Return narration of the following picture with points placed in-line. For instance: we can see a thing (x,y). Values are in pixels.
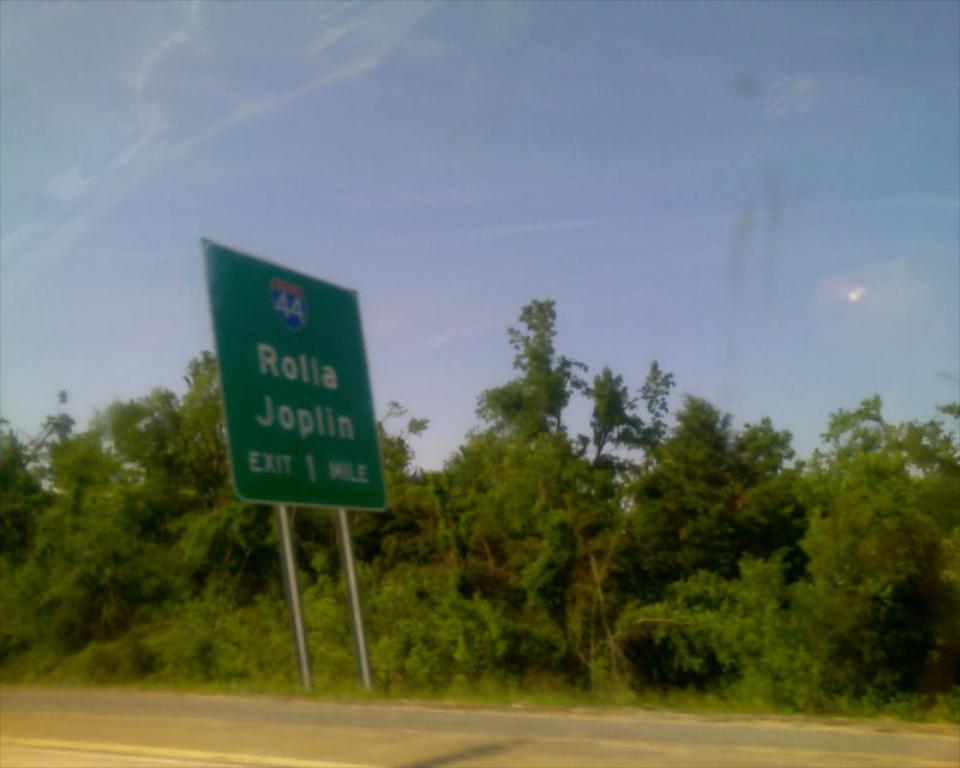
In the foreground of this image (365,651), there is a board (340,449) placed side to the road (378,708). In the background (593,566), there are trees (685,519), sky (512,175) and the cloud (147,151).
